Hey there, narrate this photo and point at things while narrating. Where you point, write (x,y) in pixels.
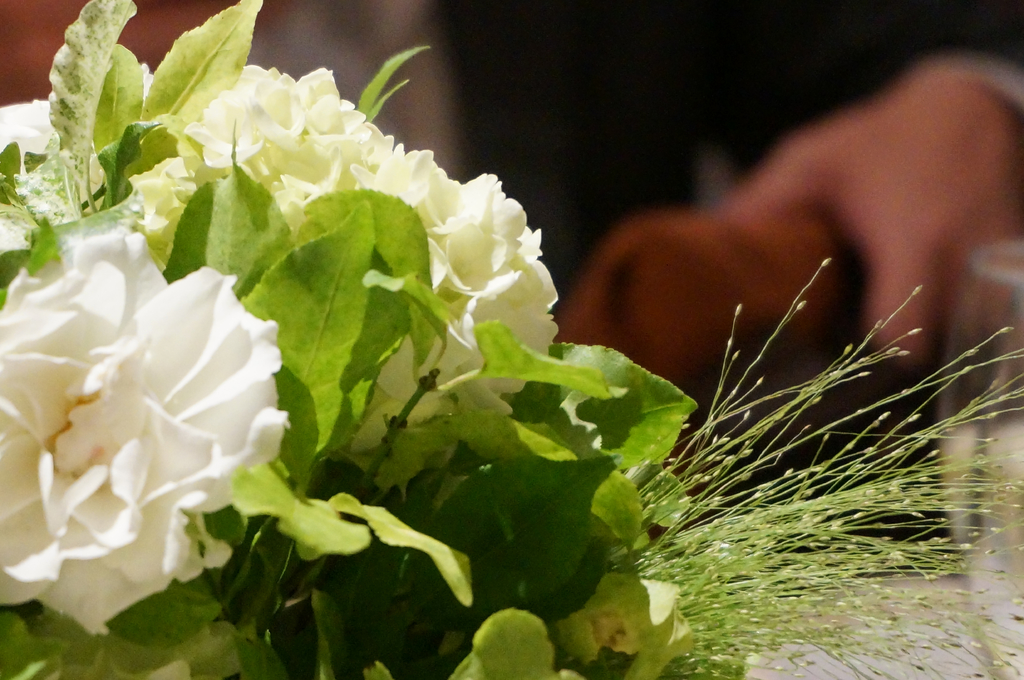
In this image, we can see some leaves (568,397) and flowers (69,420). In the background (757,133), image is blurred.
